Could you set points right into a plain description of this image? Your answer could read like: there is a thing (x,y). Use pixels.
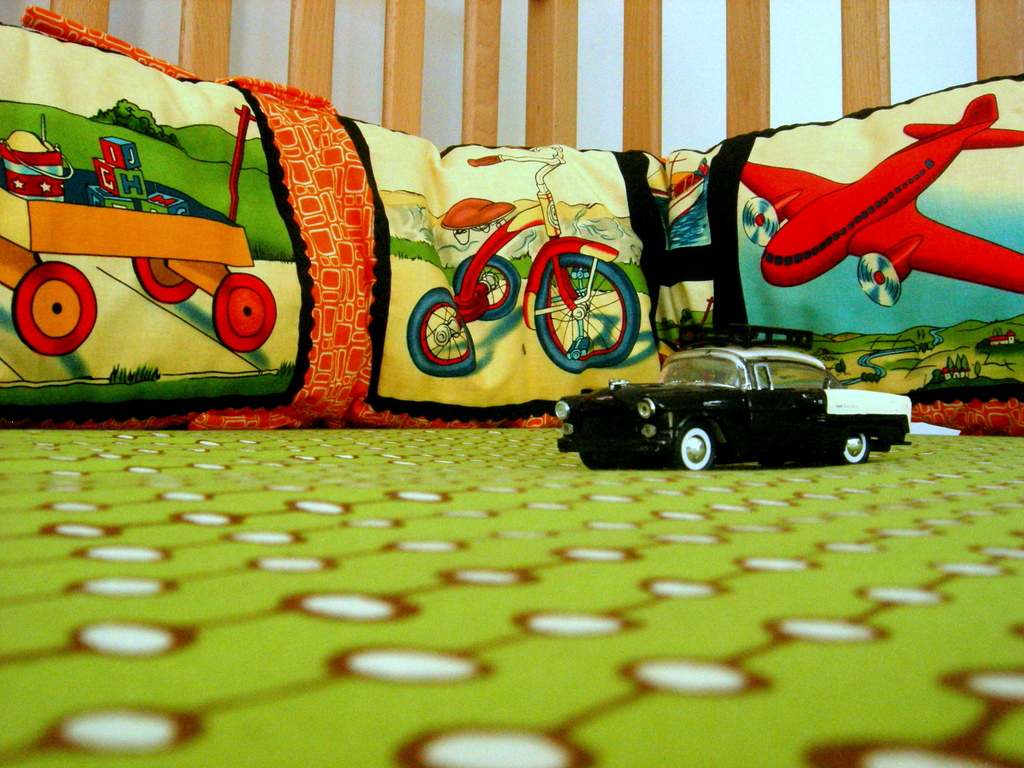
In this image there is a bed (504,557) and we can see pillows (479,299) placed on the bed (686,479). There is a toy car (643,439). In the background (690,92) there is a wall (690,79).
